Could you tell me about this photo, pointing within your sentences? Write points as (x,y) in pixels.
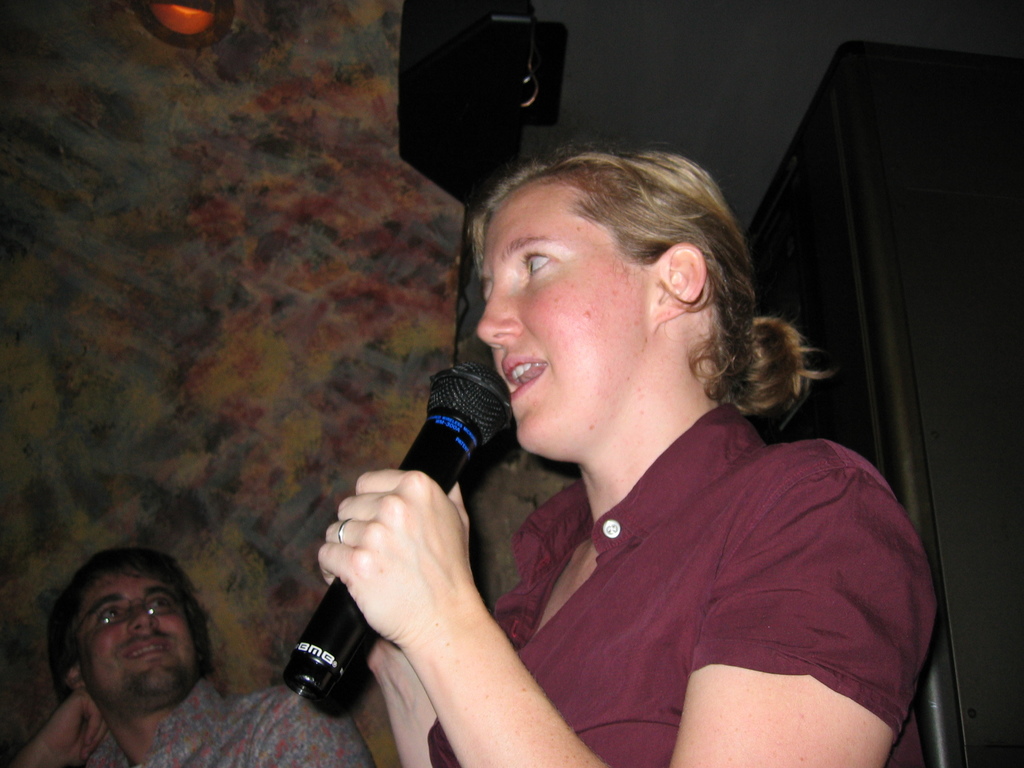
In this image In the middle (529,361) there is a woman (682,614) she wears brown dress (695,575) she is singing her hair (735,313) is short. On the left (154,654) there is a man (180,704) he is smiling. In the background (63,167) there is a light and wall (261,270).
